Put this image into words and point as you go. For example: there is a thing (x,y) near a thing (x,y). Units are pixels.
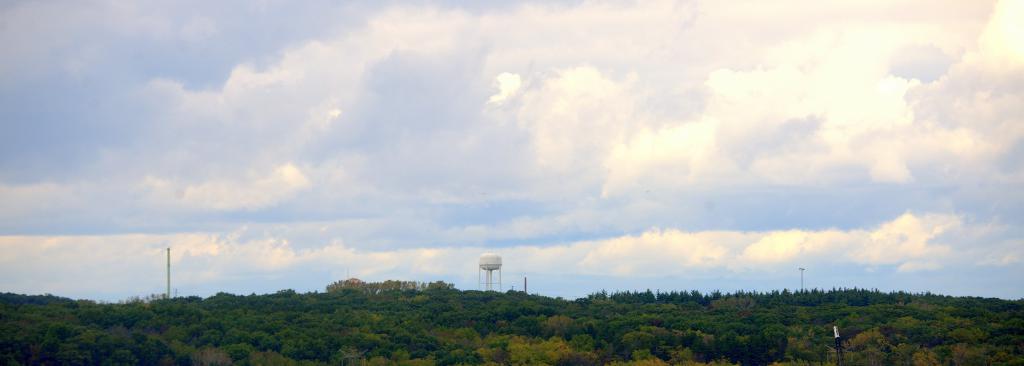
In this picture there are trees (344,314) in the center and there is a tower (490,271) and there are poles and the sky (429,172) is cloudy.
